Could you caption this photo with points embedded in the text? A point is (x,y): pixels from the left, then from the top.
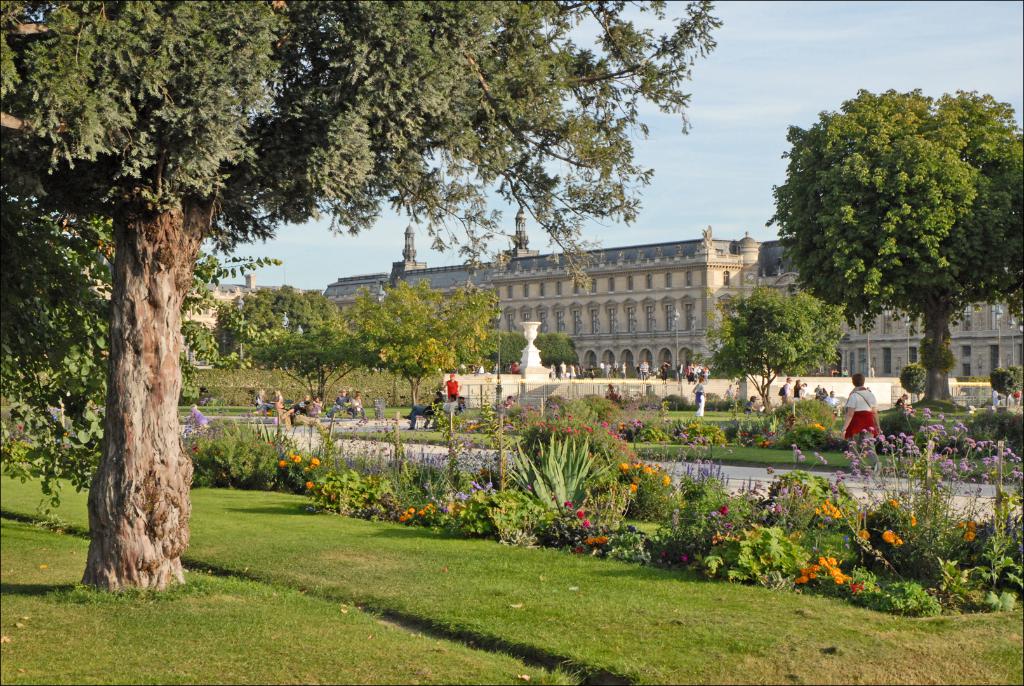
In this image we can see a few plants (527,536), trees (344,329), building (659,302), a person (875,417) walking on the road (732,472) and a few people (310,403) sitting on the bench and sky (727,146) in the background (757,140).
